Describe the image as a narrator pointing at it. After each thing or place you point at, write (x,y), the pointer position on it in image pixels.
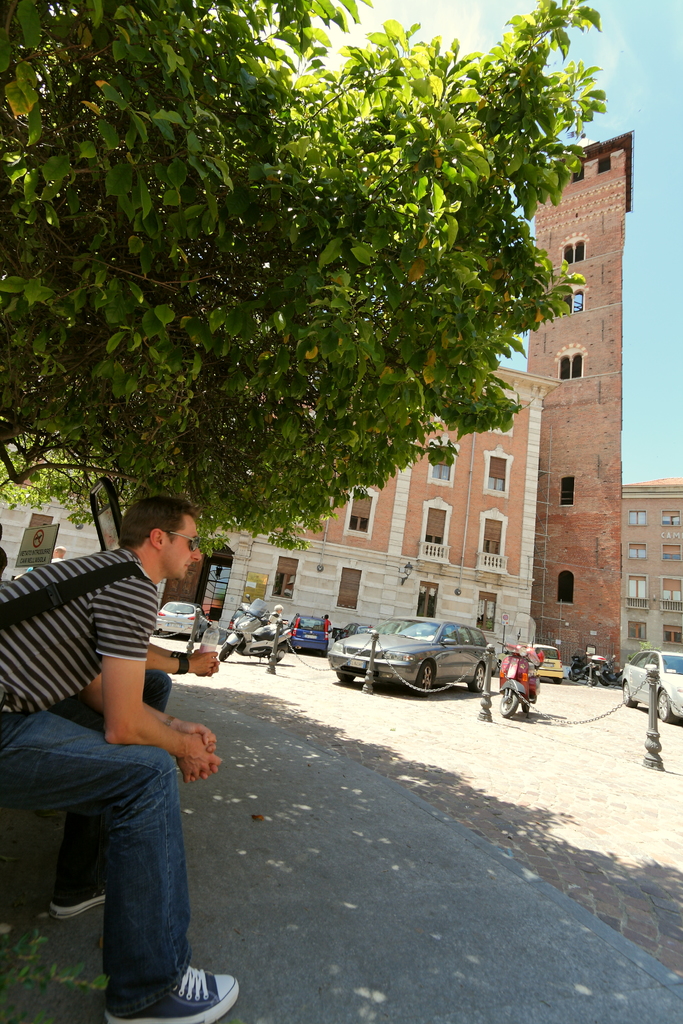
In this image we can see some persons (149,674). One person (134,582) is wearing goggles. In the center of the image (252,632) we can see group of vehicles (572,680) parked on the ground (568,690), poles (649,722) and chains (356,655). In the background (415,555), we can see buildings (554,562) with tower windows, a sign board (35,545) with some text (31,562) on it, the tree (342,405) and the sky (668,316).
